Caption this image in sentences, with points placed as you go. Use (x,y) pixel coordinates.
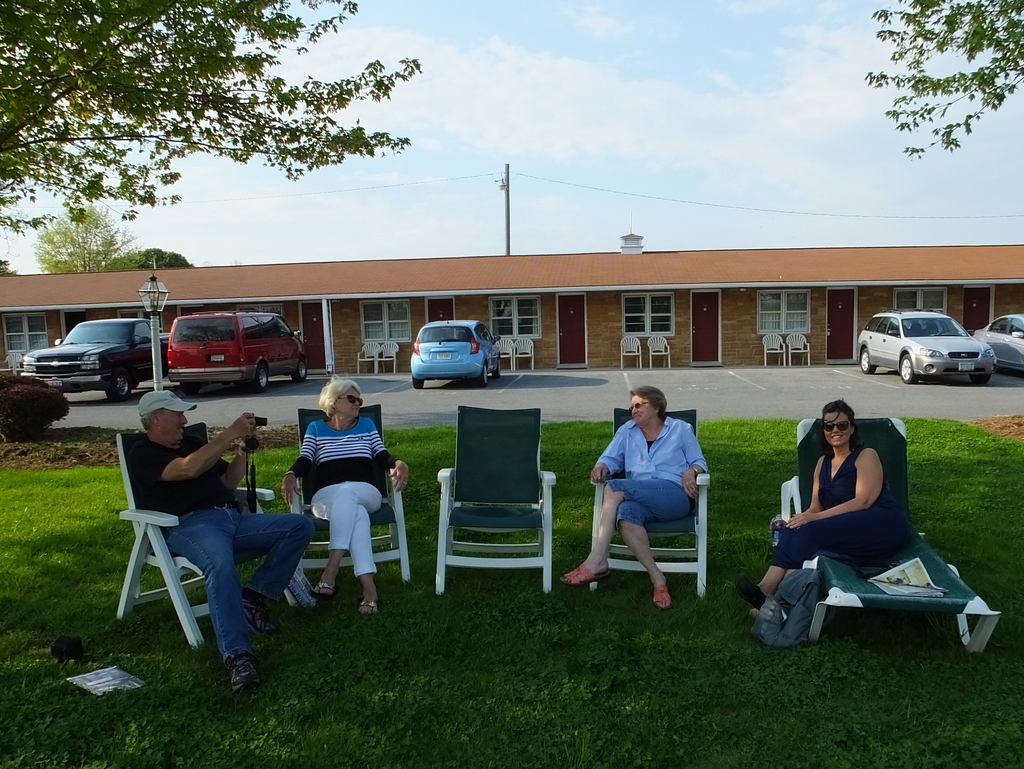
In this image we can see person (185,534) sitting on the chairs (652,533). On the left side of the image (173,445) there is a person (189,477) sitting on the chair (147,524) and holding a camera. In the background (200,364) there are cars (452,372), chairs (623,369), building (575,359), pole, tree (97,131), sky (524,133) and clouds (562,128).
